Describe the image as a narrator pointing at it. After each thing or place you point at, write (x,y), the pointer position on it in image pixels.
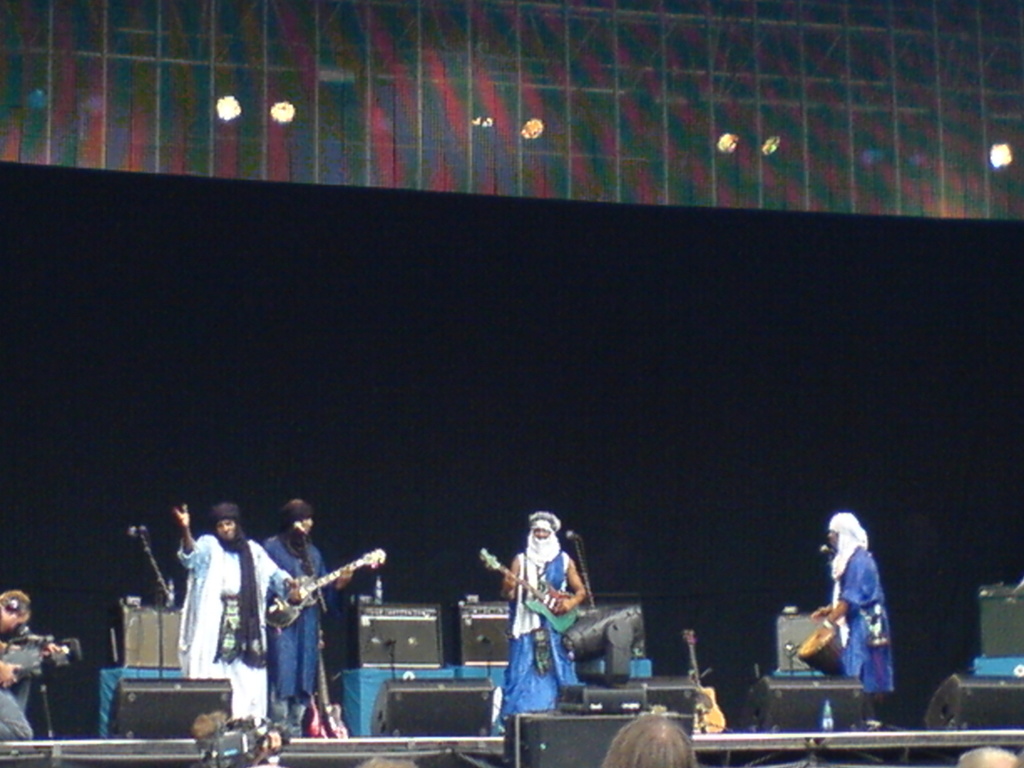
In this image we have a group of people (303,657) who are playing musical instruments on the stage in front of the microphone (131,528).
